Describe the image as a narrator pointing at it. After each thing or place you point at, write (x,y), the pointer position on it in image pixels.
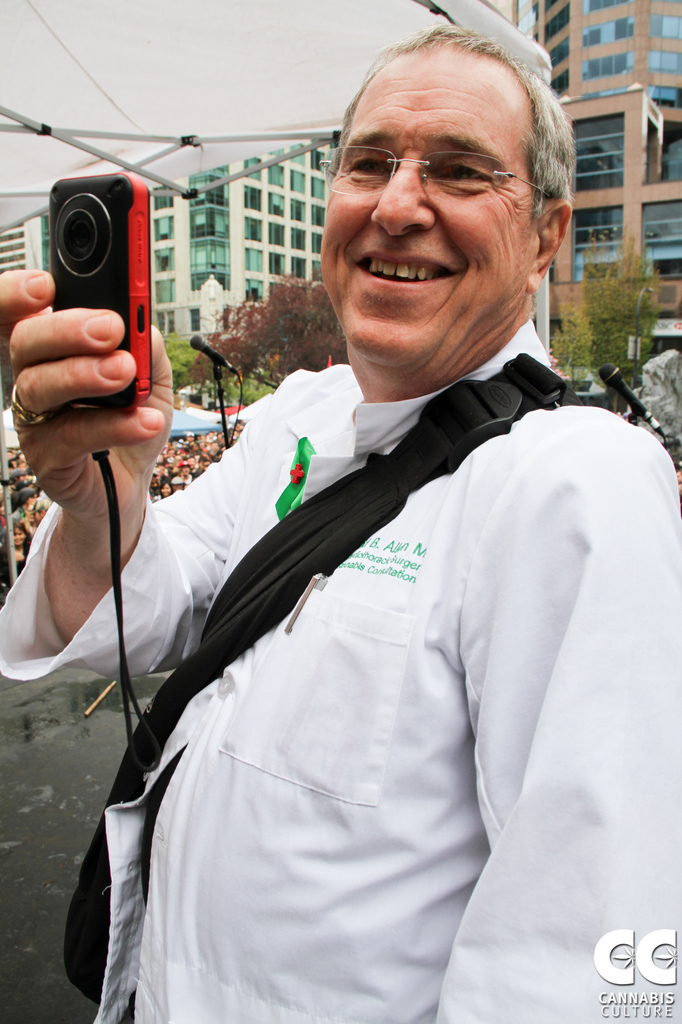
This picture shows a Man (141,959) Standing and holding a camera (139,198) in his hand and we see a smile (410,276) on his face (385,240) and we see few buildings (254,160) and trees (568,325) on his back.
